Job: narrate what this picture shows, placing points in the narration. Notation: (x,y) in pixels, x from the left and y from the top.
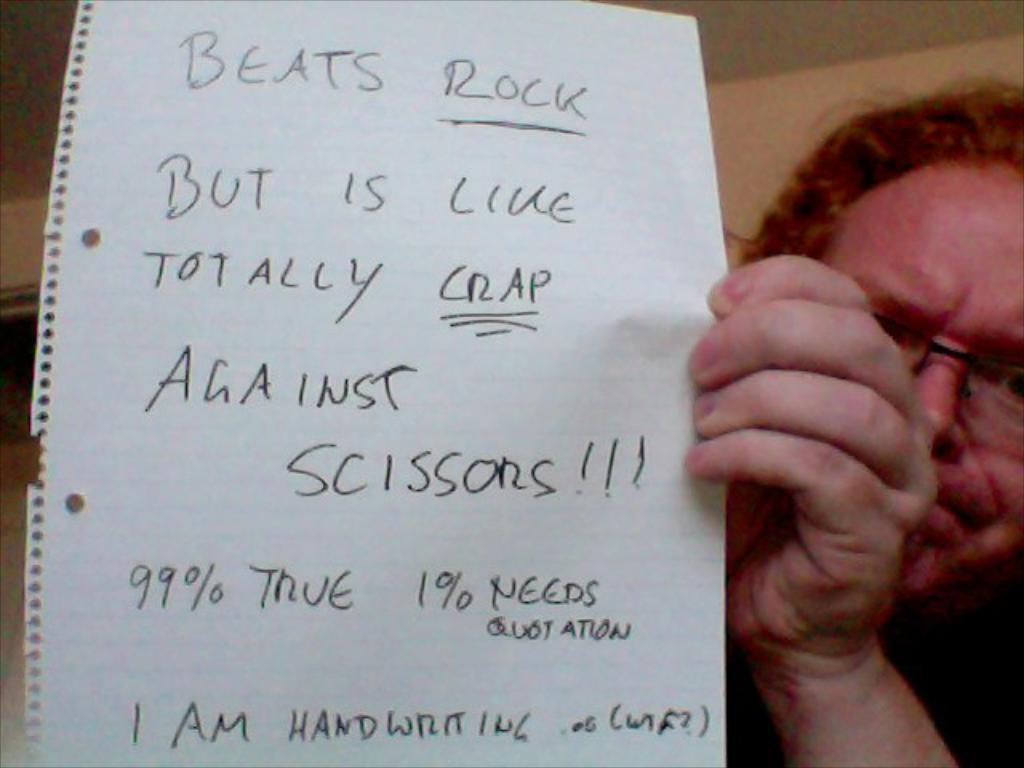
In this image we can see a man (921,311) is holding a paper (275,539) in the hand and something written on it.
